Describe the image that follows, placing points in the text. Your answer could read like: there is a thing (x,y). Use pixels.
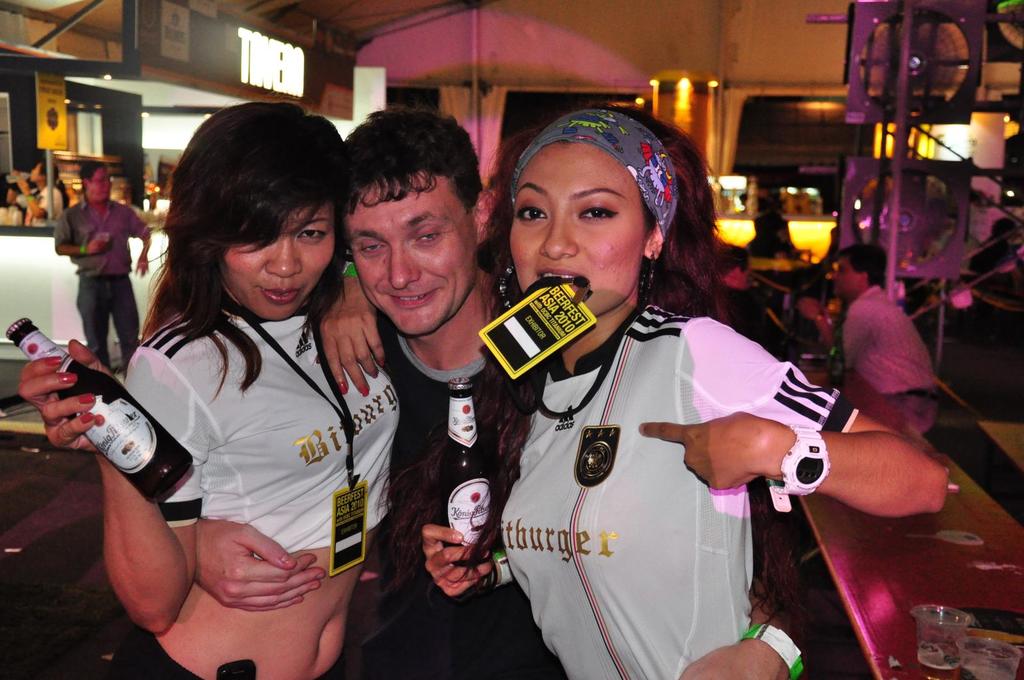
In this image I can see three people (408,391) are standing and holding the bottles (475,499). In the back ground (184,115) there are few people (81,271) and some boards (236,52) to the wall (217,57).
